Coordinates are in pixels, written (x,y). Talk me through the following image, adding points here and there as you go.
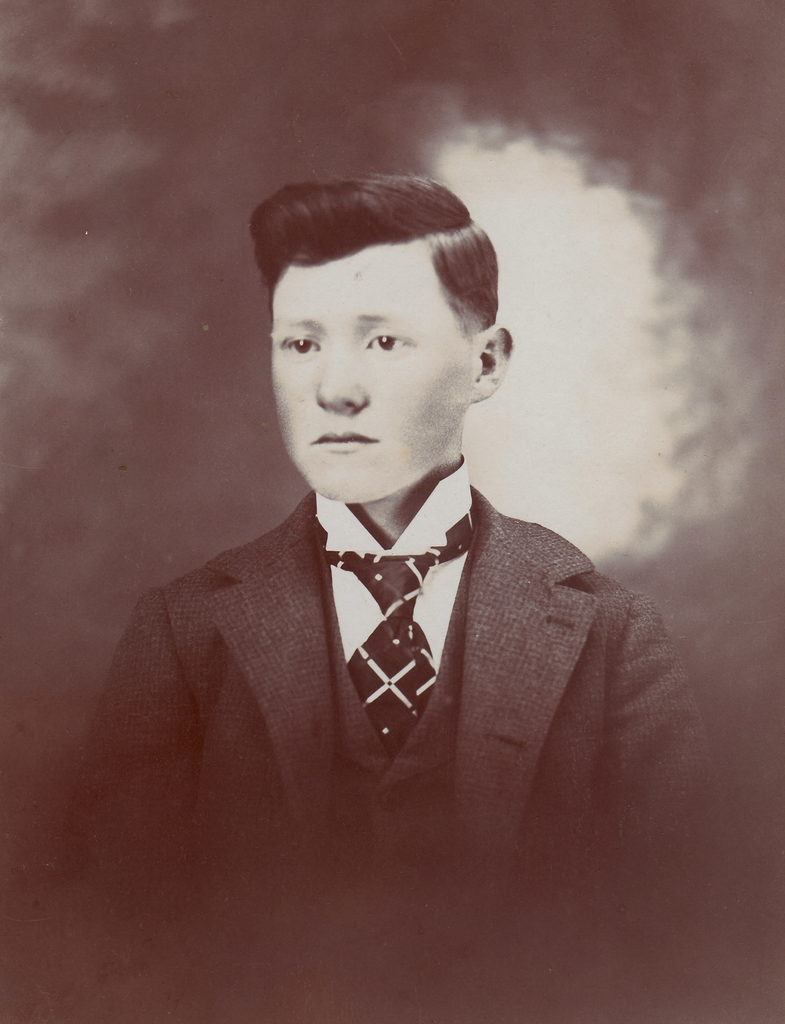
In this picture we can see a person (639,821) wearing a blazer (480,716), shirt (451,519) and a tie (382,609).
